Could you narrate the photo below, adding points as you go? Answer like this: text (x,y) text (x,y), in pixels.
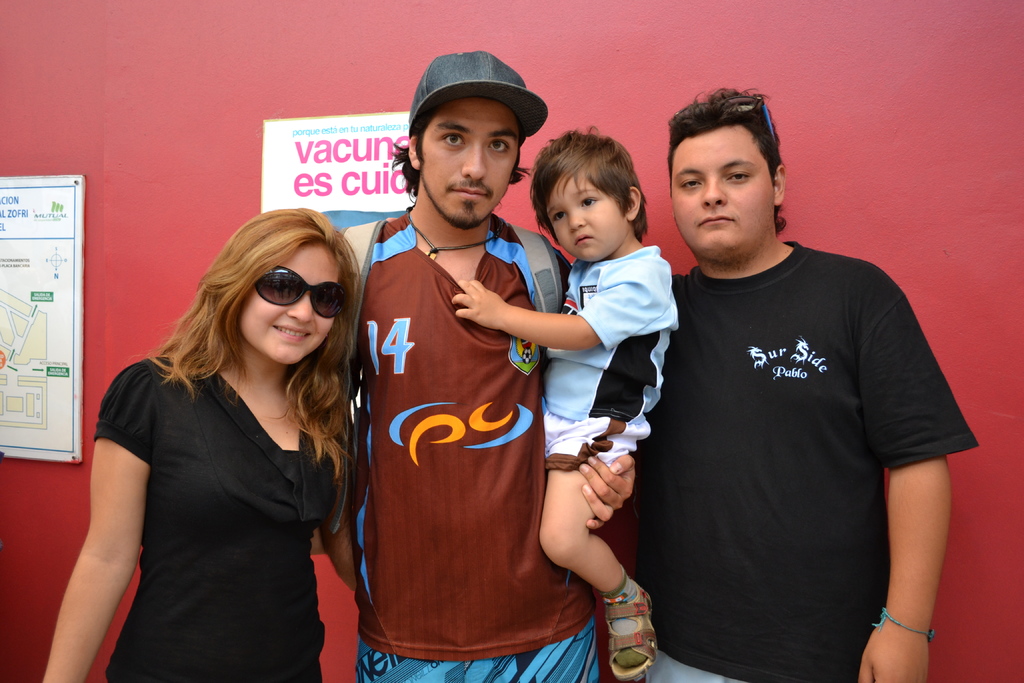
In this image, there are a few people (620,383). In the background (879,189), we can see a red colored wall (202,143) with some posters (78,422). We can see some text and images (44,390) on the posters (50,431).
